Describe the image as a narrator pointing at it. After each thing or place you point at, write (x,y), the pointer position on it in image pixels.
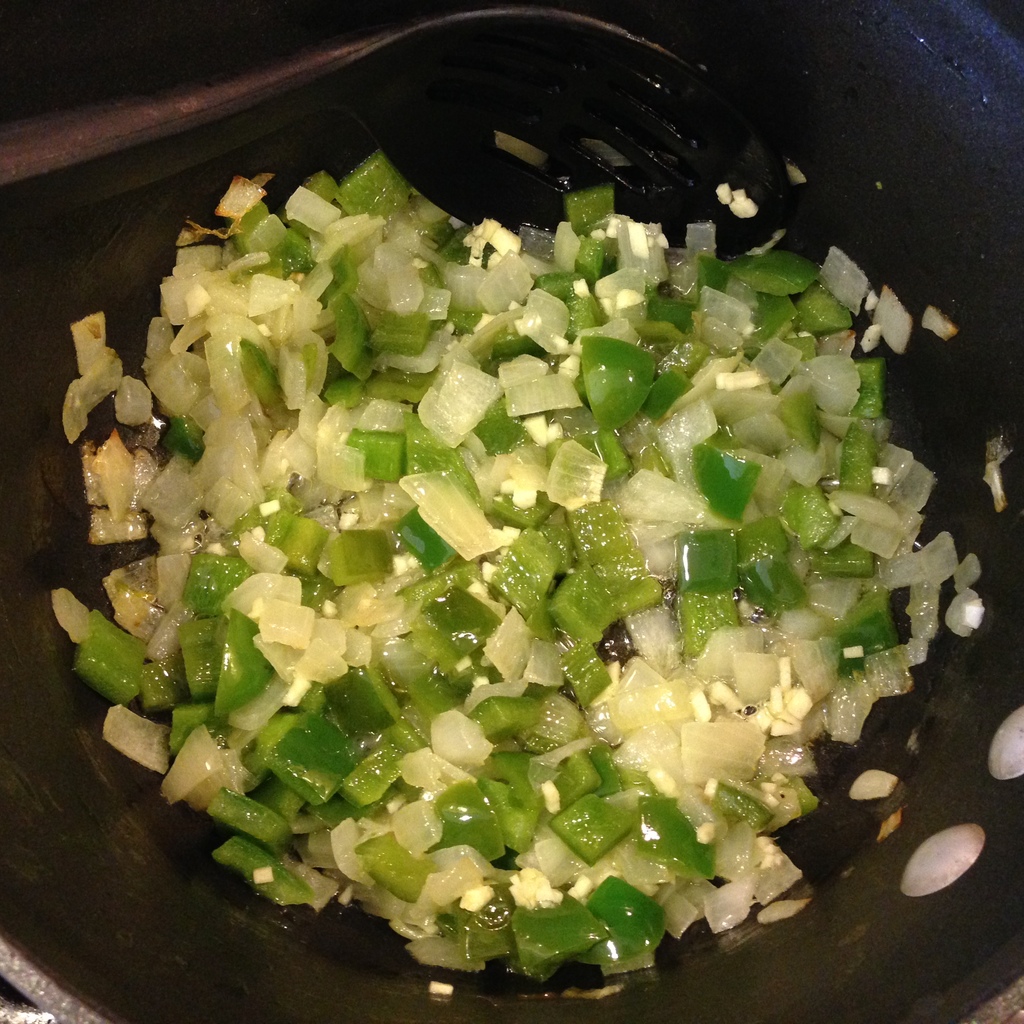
In this image there are chopped onions (612,730) and capsicum (433,689) in a pan (80,736).
